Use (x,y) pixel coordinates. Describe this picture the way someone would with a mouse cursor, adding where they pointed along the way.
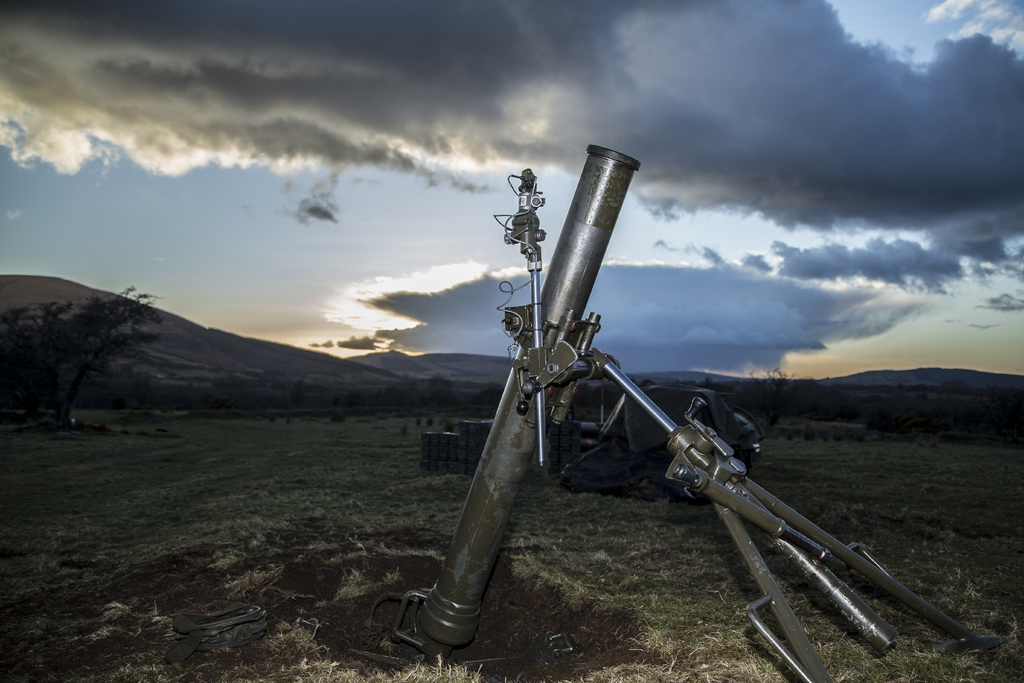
In the center of the image (524,388) there is a weapon (466,582) on the ground (493,624). In the background (32,314) we can see trees (252,395), hills (156,344), sky (367,262) and clouds (453,51).
